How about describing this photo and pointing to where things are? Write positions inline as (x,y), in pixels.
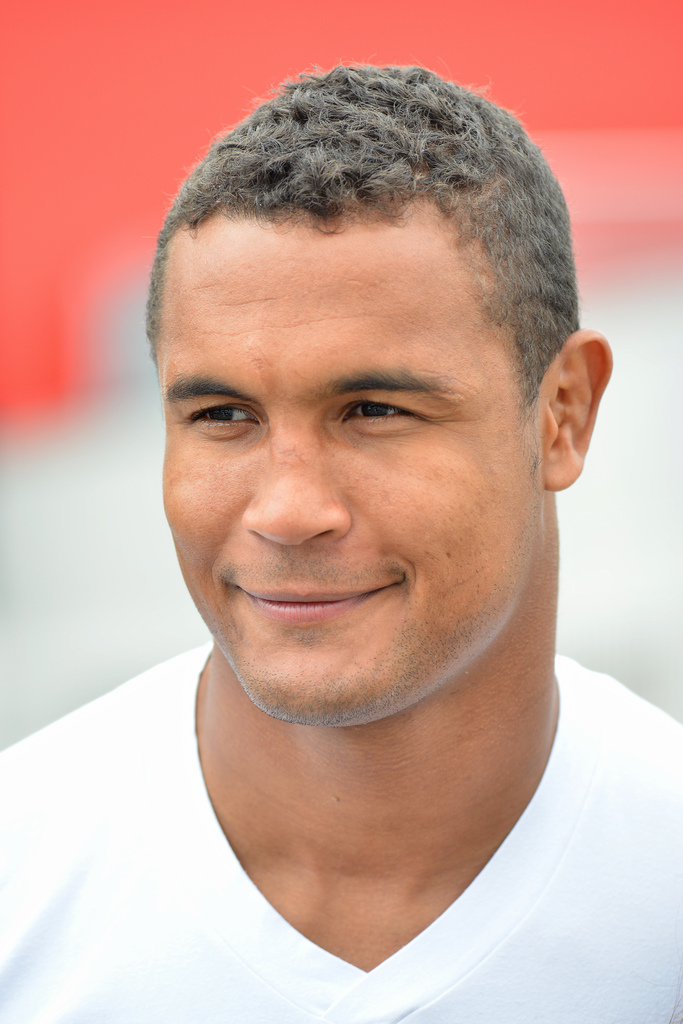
In the middle of the image (283,641) there is a man (99,825) and he is with a smiling face (313,565). In this image the background (139,133) is blurred and the background (66,587) is red and white in colors.
